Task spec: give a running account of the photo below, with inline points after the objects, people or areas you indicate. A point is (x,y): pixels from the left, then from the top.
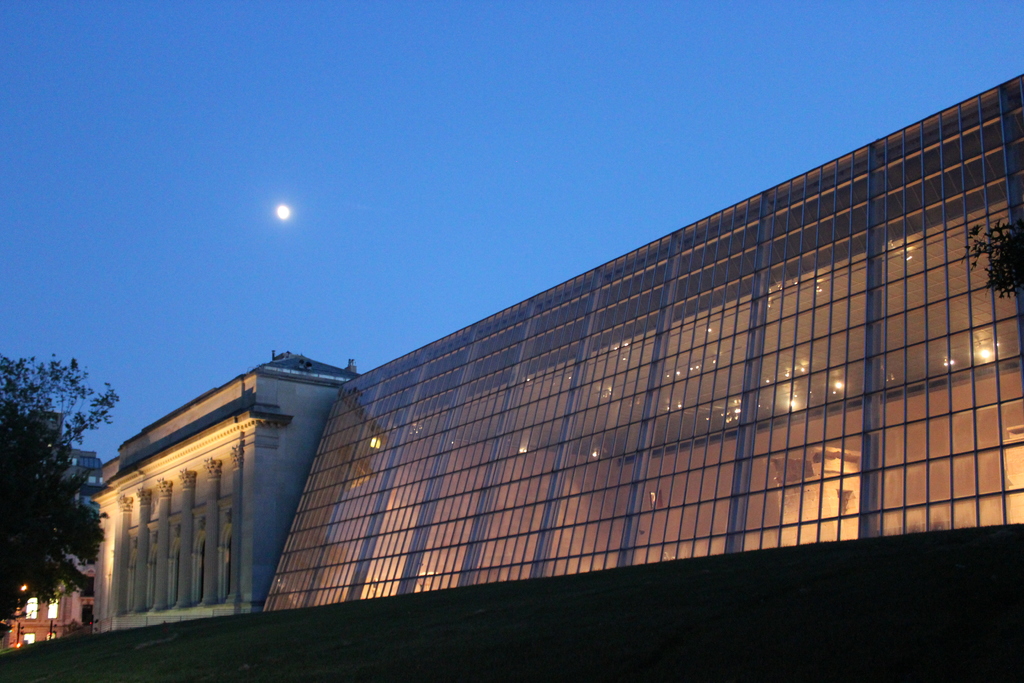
In this image we can see a group of buildings (228,561), trees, poles (238,539) and in the background (473,116) we can see the sky (299,153).
